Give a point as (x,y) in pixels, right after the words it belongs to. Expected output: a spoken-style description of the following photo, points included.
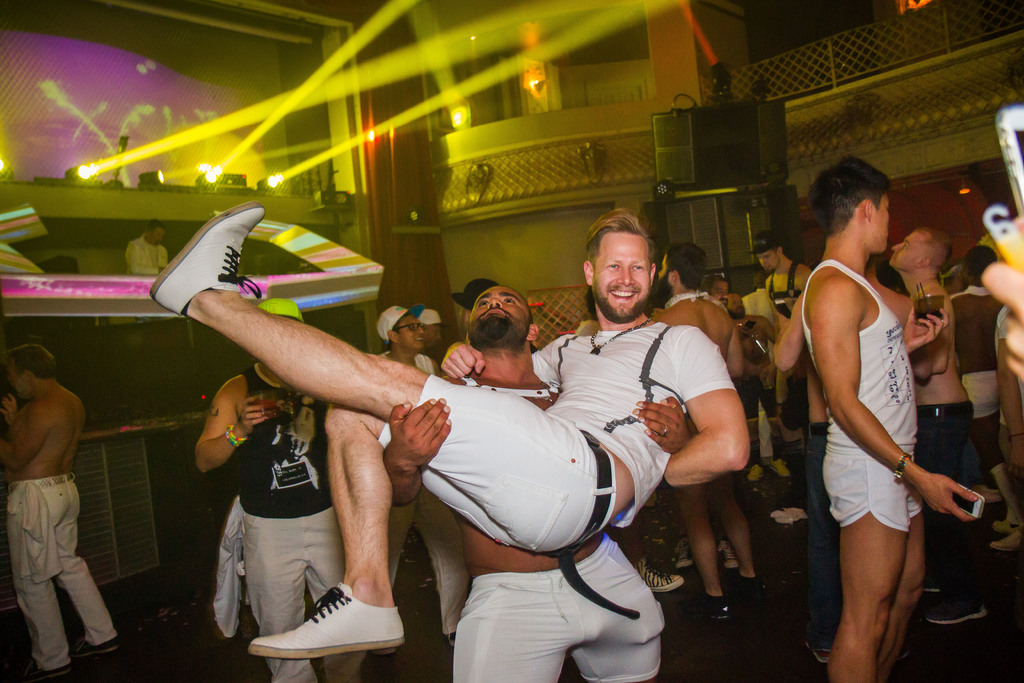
In this image there are few people (560,442) in a room (120,346), there is a person (131,268) playing music, few lights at the top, a few speakers (709,173), some objects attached to the wall (607,190) and some lighting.
